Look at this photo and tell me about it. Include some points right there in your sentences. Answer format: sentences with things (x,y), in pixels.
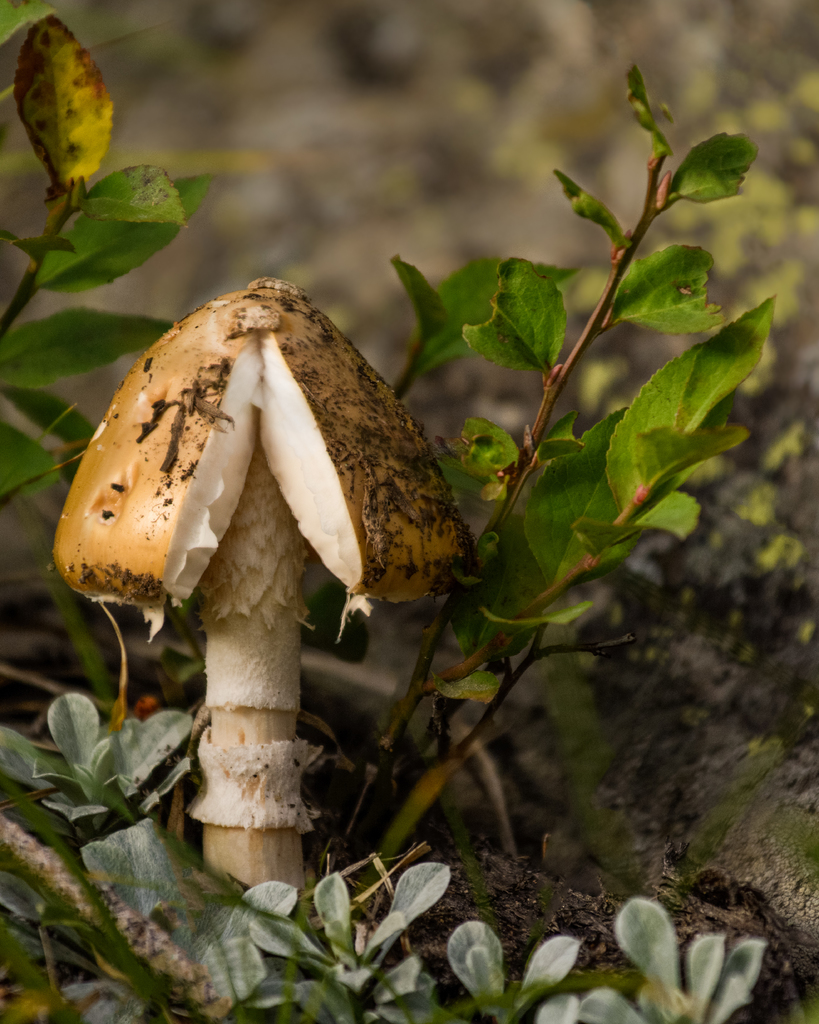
On the left side of the image (232,652) we can see a mushroom (398,573). In the background of the image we can see the plants (662,943). At the bottom of the image (747,917) we can see the sand (461,871). At the top (354,137), the image is blur.
